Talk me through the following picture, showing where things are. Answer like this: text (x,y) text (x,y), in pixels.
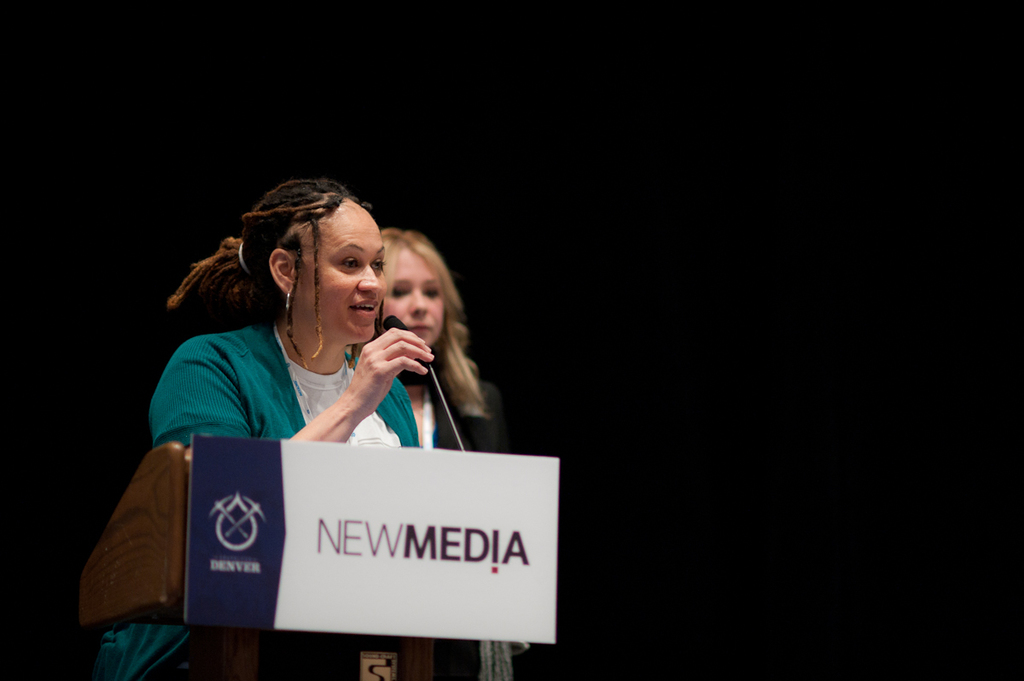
There is a woman (360,294) standing and holding a microphone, in front of her we can see board (336,571) on the podium (227,630), behind her we can see another woman (416,255). In the background (684,317) it is dark.
